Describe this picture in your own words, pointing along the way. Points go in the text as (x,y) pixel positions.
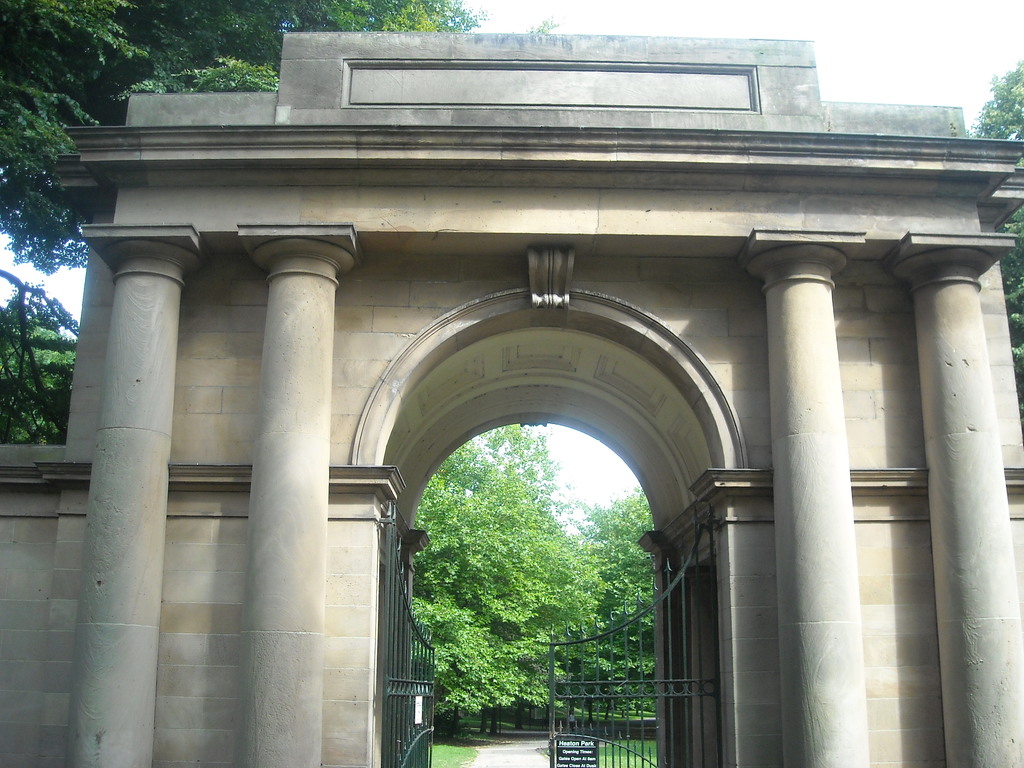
In the picture we can see a gateway (900,744) with some pillars (282,414) to it and gates (413,662) which are opened and from it we can see a path (504,764) with grass surfaces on the either sides of the path (540,762) and trees (570,591) behind it and we can also see some part of the sky (604,499).
